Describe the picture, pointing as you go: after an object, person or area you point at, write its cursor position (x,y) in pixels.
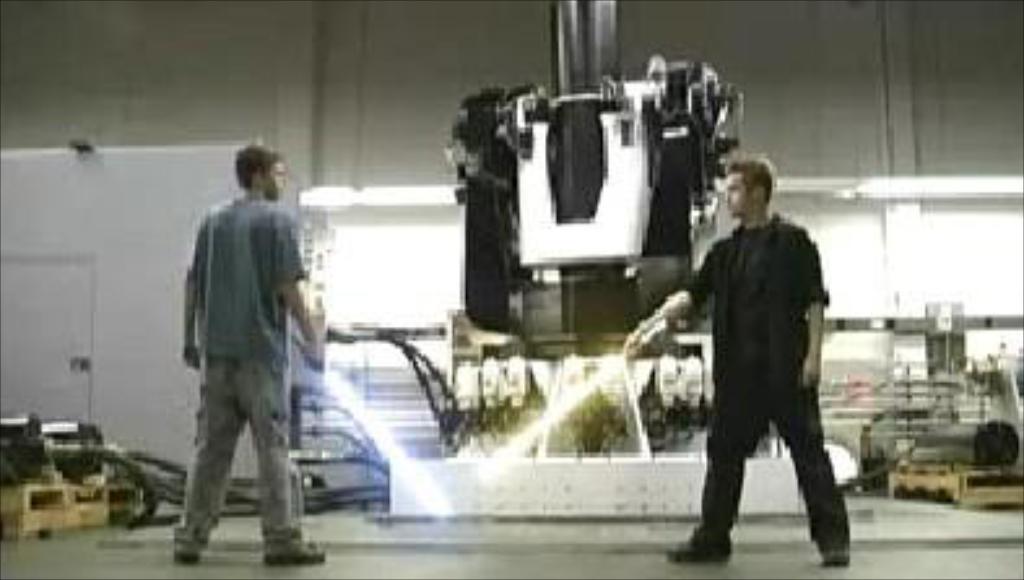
In this image there are two men (310,327) standing, they are holding an object (549,423), there is an object (533,265) towards the top of the image (572,143) that looks like a machine (610,160), there are objects (974,418) towards the right of the image (983,393), there are objects (95,449) towards the left of the image (64,472), there is a board (105,271) towards the left of the image (35,210), there is floor (332,558) towards the bottom of the image (524,557), at the background of the image (224,59) there is a wall (423,77).
